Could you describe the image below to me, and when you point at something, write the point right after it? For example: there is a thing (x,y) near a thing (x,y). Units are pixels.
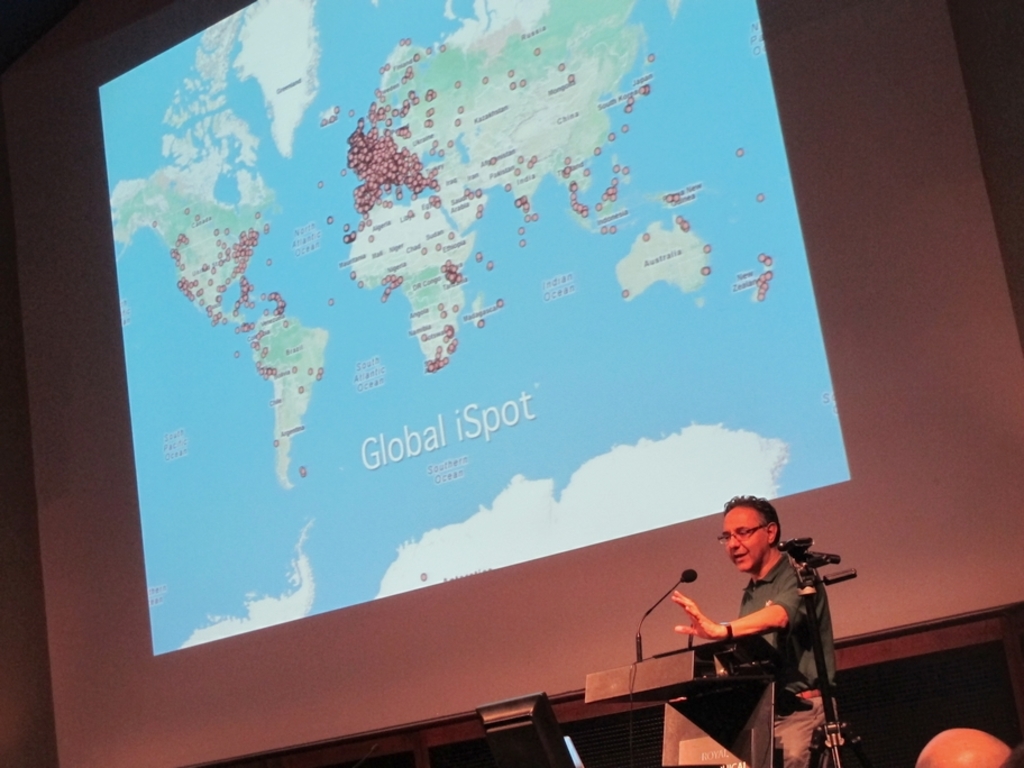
In the background (300,425) portion of the picture we can see a screen (790,475) with some information. In this picture we can see a man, microphone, podium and few objects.
